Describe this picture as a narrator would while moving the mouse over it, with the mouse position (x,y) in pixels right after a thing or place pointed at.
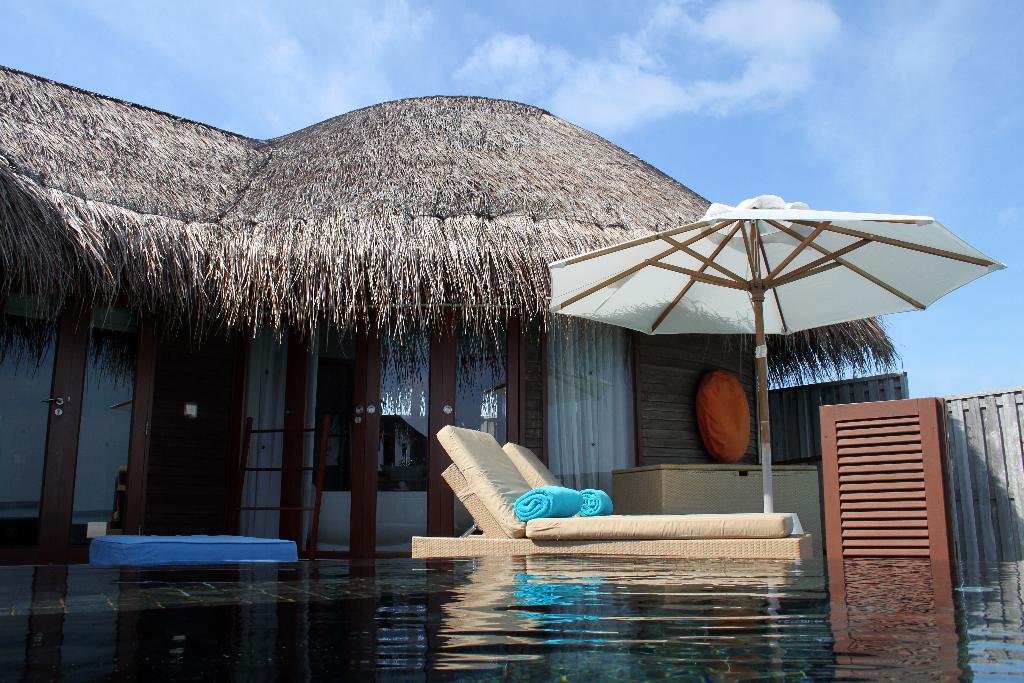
In this image, we can see water (620,566) and there is a rest chair (520,536), we can see an umbrella (762,248), there is a house (300,374) with a thatched roof (404,130).
